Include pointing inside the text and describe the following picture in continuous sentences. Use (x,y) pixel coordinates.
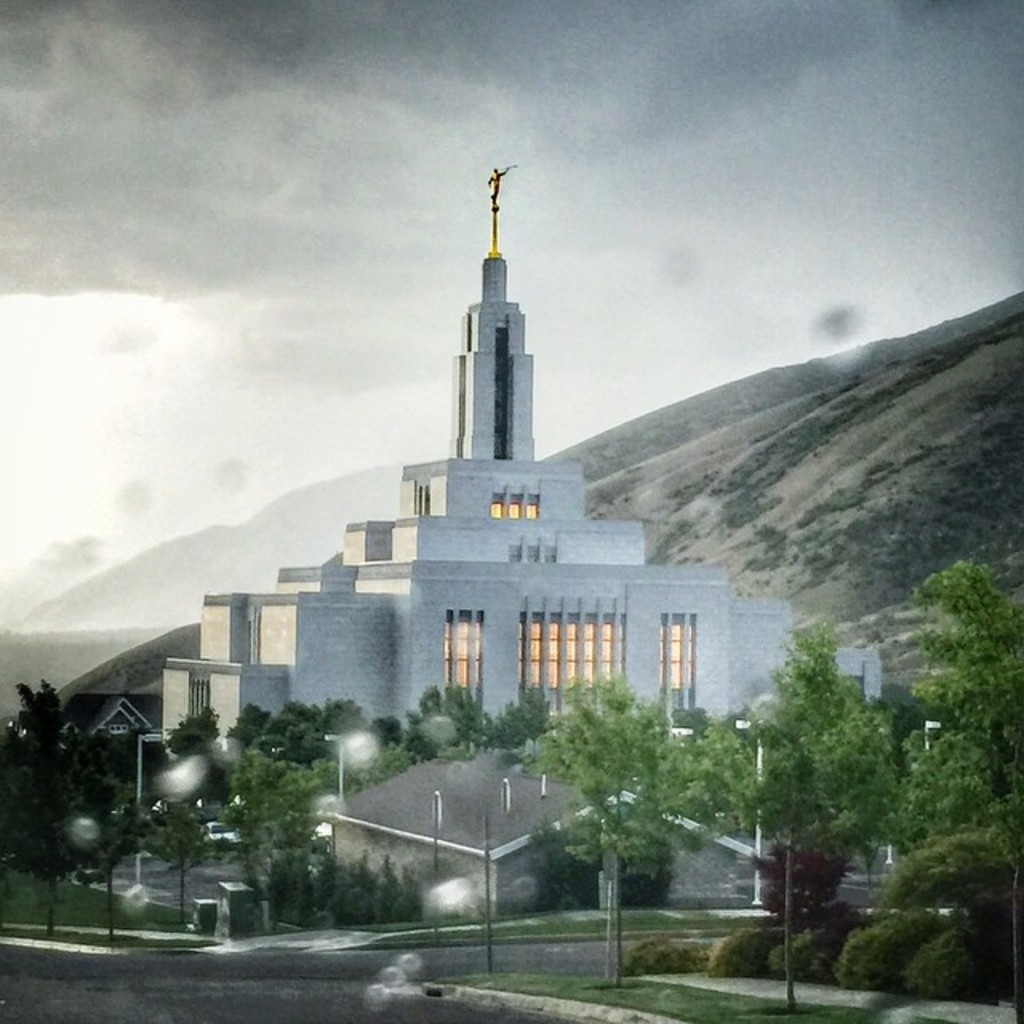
At the center of the image (427,624) we can see there is a building (367,660), in front of the building (509,632) there are some trees (293,783) and street lights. In the background (853,469) there is a mountain (806,422) and sky (591,241).
